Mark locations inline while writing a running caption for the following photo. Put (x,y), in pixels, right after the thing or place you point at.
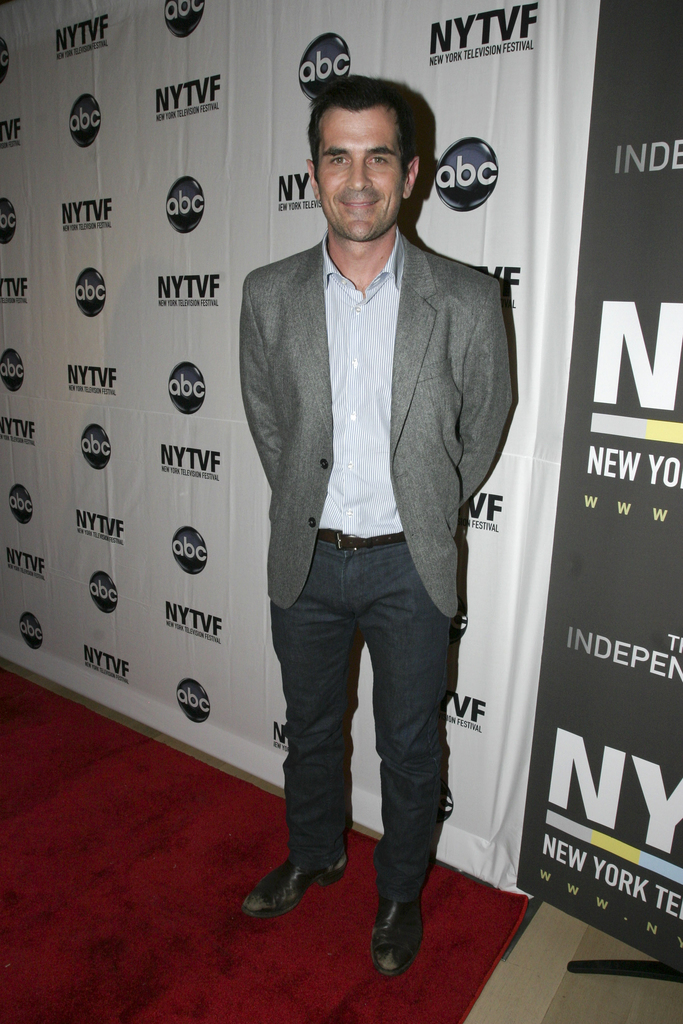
In this image in the middle (399,563) there is a man (406,322), he wears suit (398,427), shirt (370,430), trouser (326,739) and shoes (382,927). He is standing. In the background (59,315) there are posters (253,136) and text (630,478).
